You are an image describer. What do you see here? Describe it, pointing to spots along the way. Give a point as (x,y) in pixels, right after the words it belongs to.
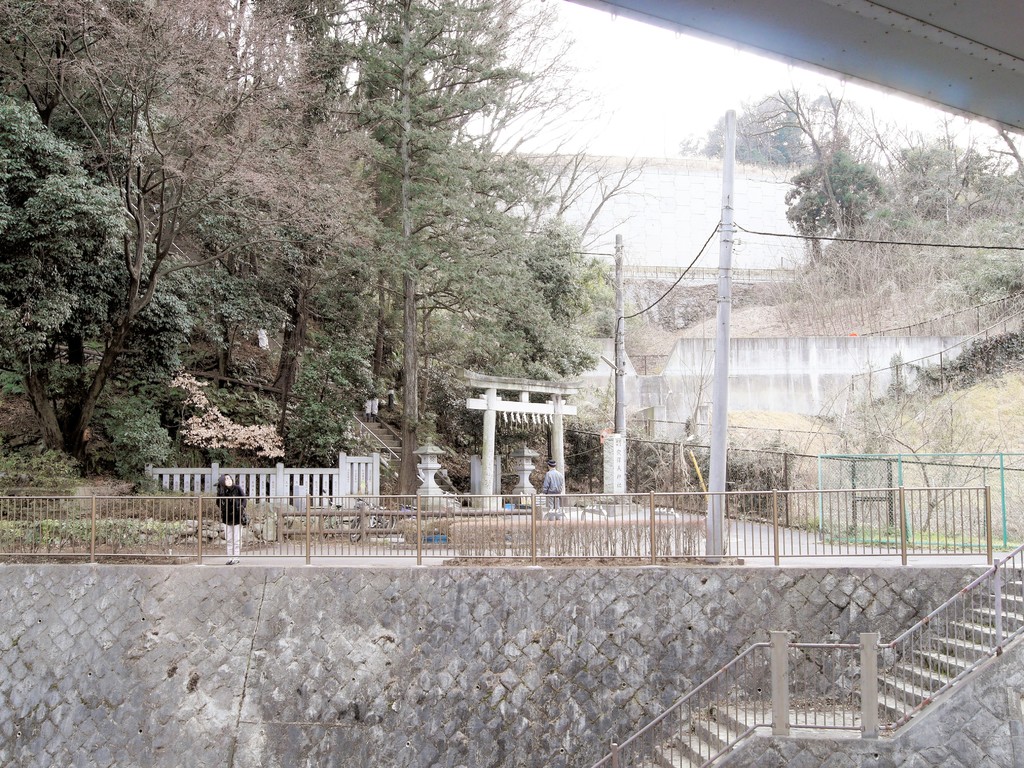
In this image we can see there is a wall (502,666) with stairs (891,701) and there are pillars (553,406), fence (361,492), poles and wires (772,234) tied to poles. And there are trees (894,307), grass (1006,416), persons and the sky (645,103).
